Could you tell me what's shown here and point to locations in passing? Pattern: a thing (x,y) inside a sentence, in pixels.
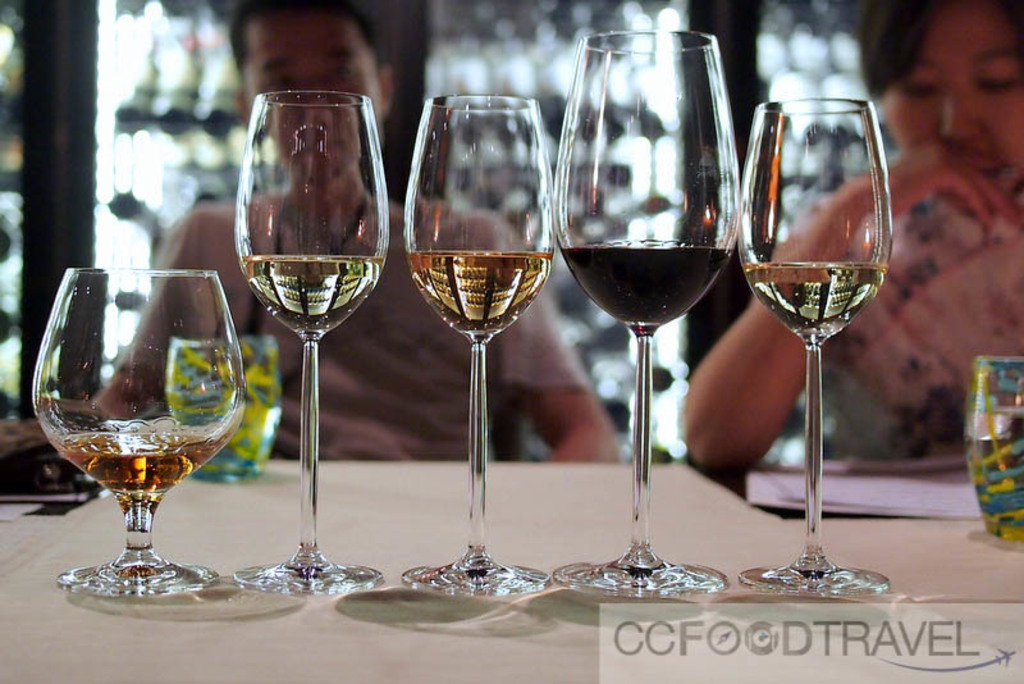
In this image there are seven glasses (820,494) and one paper sheet (898,496) on the table (881,521). At the background (383,90) there are two persons (949,114) sitting on the chair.
